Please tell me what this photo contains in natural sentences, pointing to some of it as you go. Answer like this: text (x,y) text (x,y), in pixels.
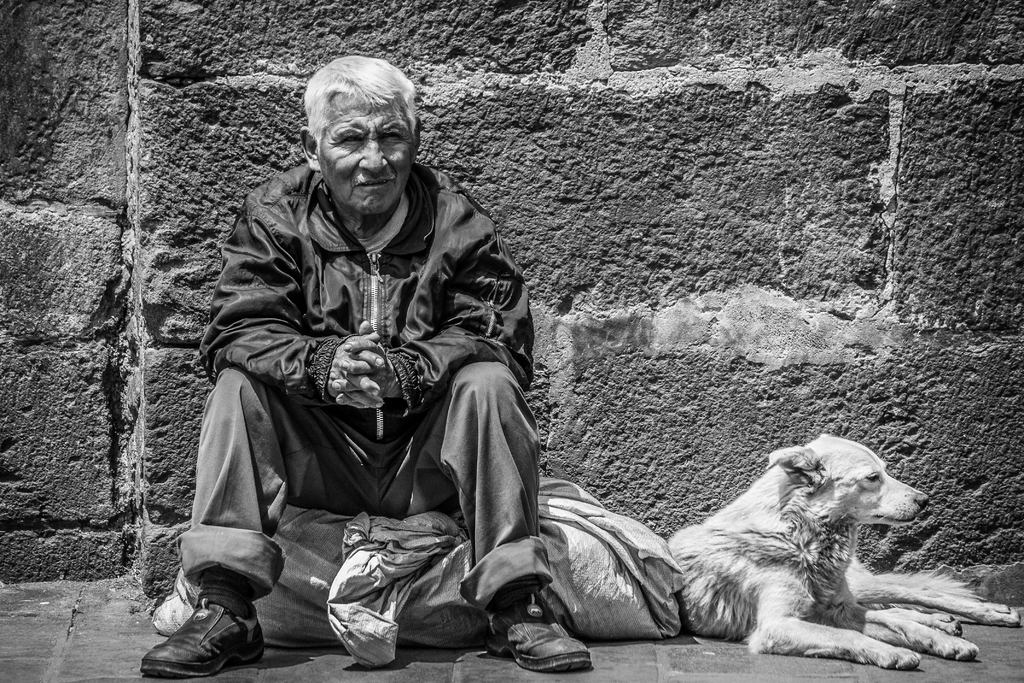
This is a black and white image. I can see the man (424,379) and a dog (789,565) sitting. I think this is a sack (387,565). This man (404,300) wore a jerkin (404,292), trouser (315,455) and shoes (521,618). This is the wall (617,135).
